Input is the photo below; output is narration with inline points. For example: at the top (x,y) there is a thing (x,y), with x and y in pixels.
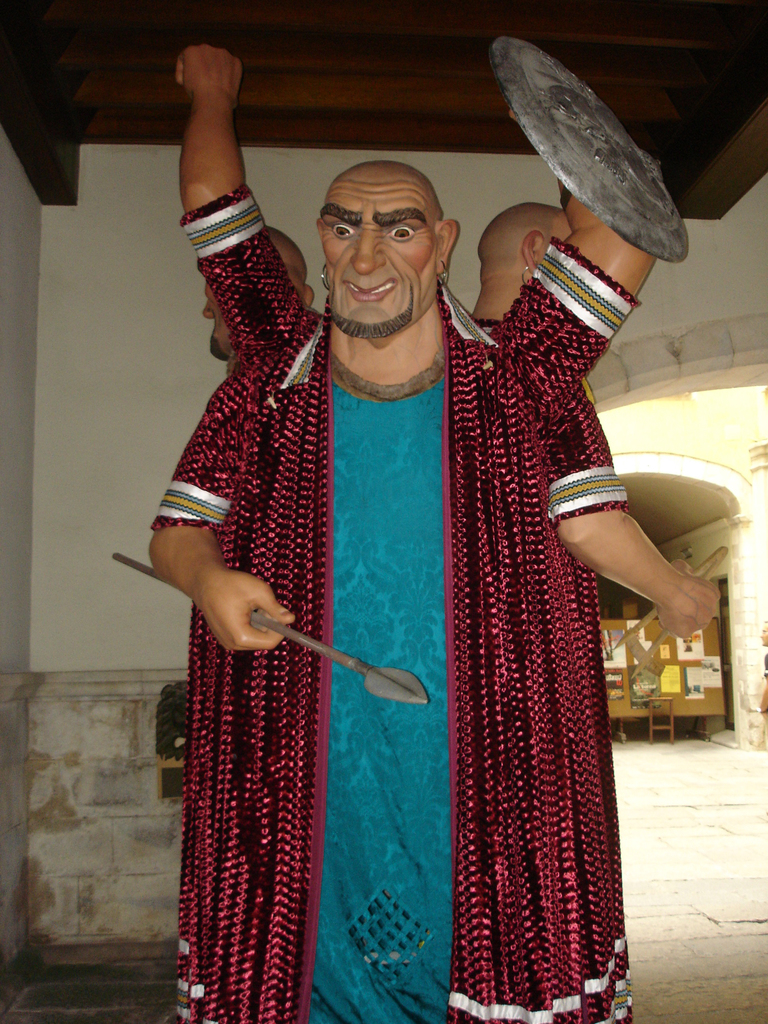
In this image we can see the statues of persons (395,510). In the background (692,881) there is a board (668,680), floor (658,785) and walls (113,465).
